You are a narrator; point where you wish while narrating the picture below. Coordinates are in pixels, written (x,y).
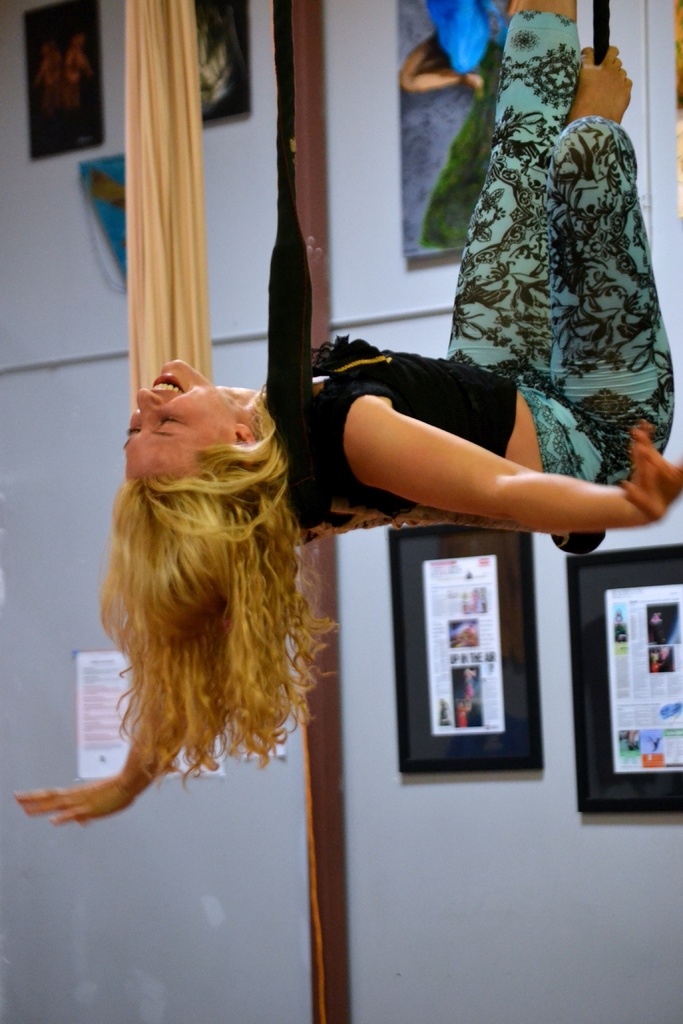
In this picture I can observe a girl (443,440) performing acrobatic gymnastics. The girl (538,385) is smiling. I can observe cream color cloth (176,153) on the left side (147,249). In the background (248,137) there are some photo frames (593,761) on the wall (61,576).
